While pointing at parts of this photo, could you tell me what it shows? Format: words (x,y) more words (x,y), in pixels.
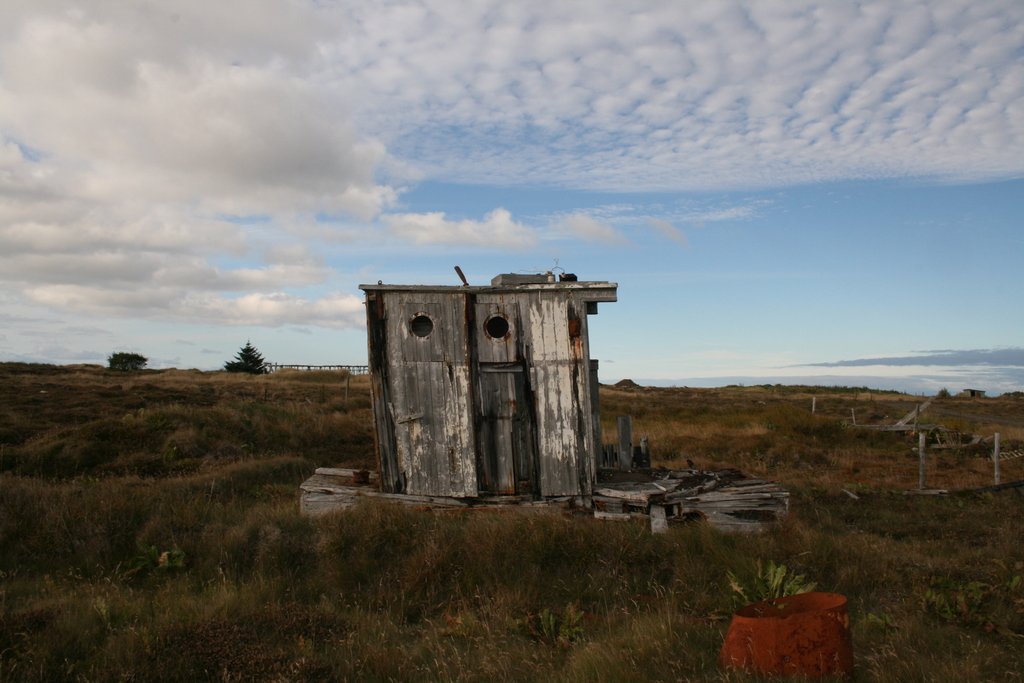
In the center of the image (349,361) we can see the sky (1006,315), clouds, trees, grass (775,542), plants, poles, one wooden house (529,413), one brown color object (818,654), fence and a few other objects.
